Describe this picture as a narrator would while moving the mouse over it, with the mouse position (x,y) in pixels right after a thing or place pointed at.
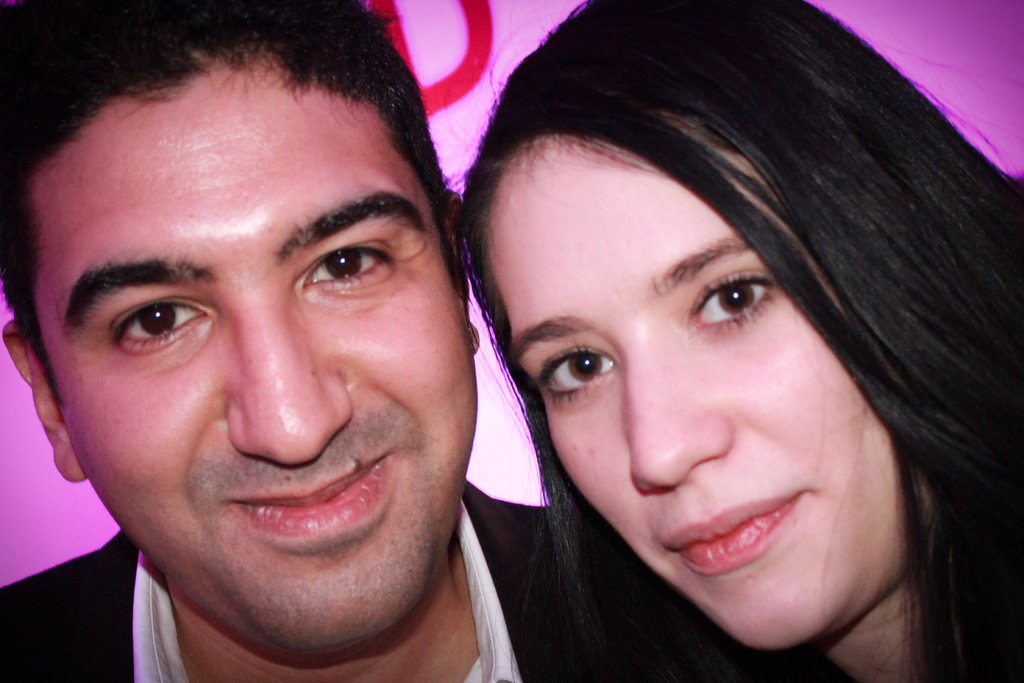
In the left side (145,617) a man (303,369) is looking at this side, beside him there is a beautiful girl (875,304), she is looking this side.
